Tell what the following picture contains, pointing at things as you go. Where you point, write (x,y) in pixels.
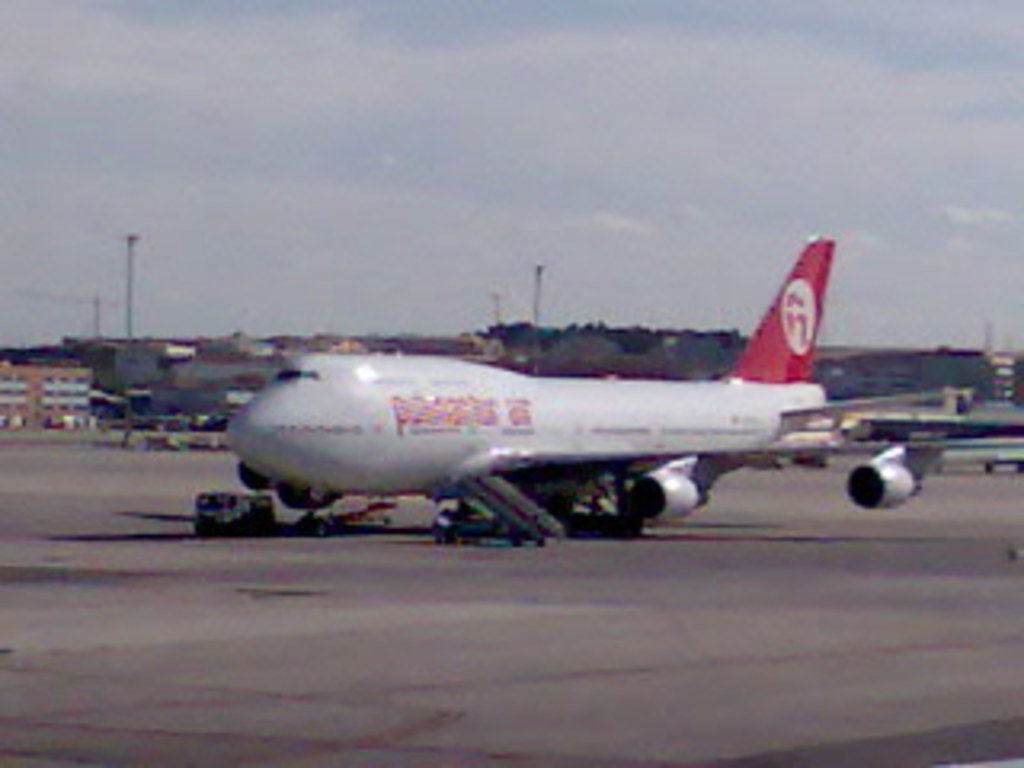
In this image I can see an aircraft (542,418) which is in white and red color, background (11,297) I can see few buildings (997,404), trees (584,324), light poles (498,324) and the sky (508,257) is in white color.
